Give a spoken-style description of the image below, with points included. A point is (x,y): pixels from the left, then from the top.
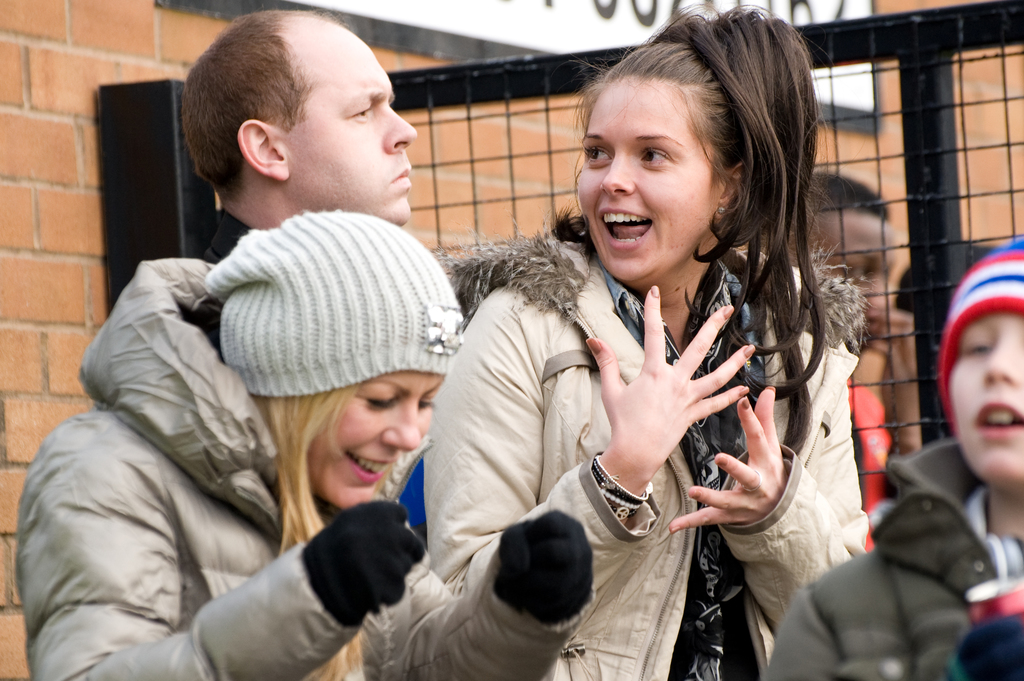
In the center of the image (579,408) we can see a few people (443,470) are standing and they are in different costumes (471,447). Among them, we can see two people (428,469) are smiling. In the background (487,116) there is a brick wall (90,188), banner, fence (846,251), one person (847,224) standing and a few other objects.
